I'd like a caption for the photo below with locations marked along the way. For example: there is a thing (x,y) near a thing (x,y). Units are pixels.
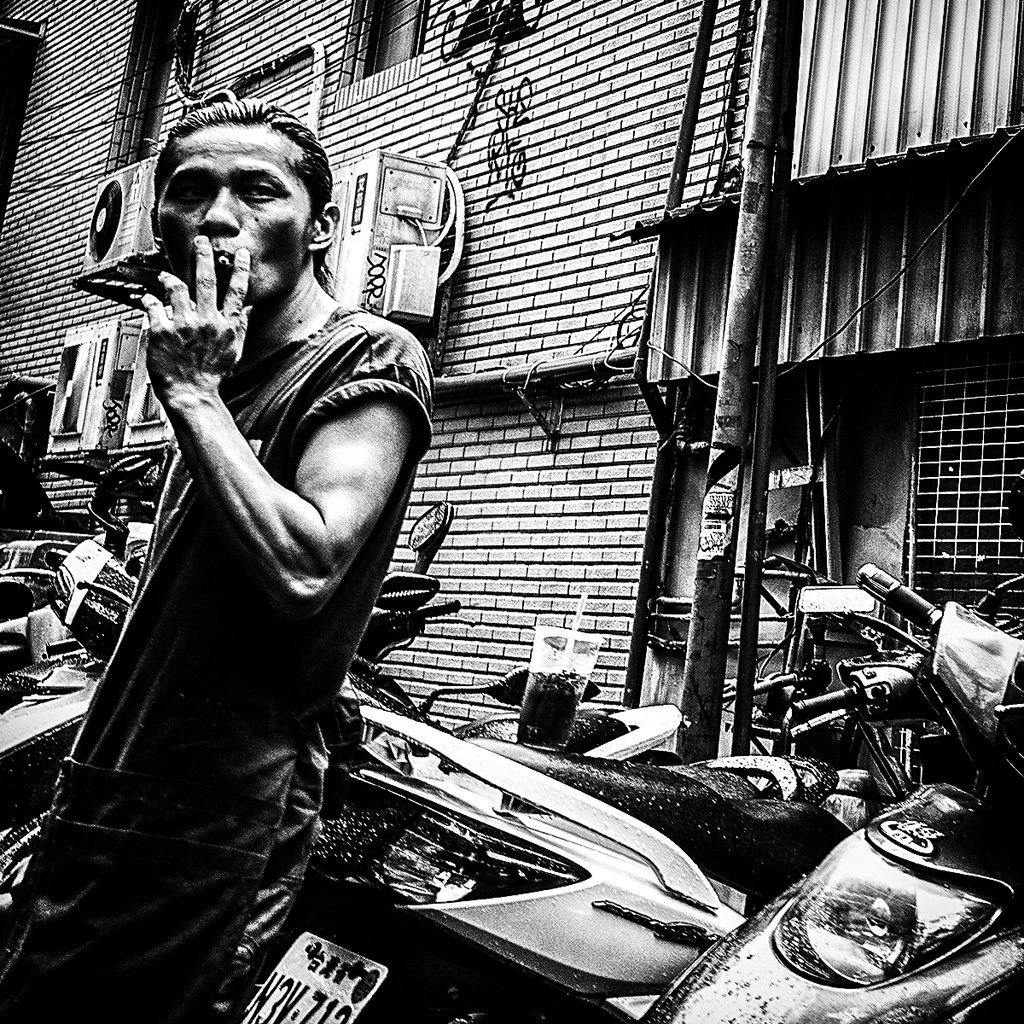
In this picture I can see there is a man (228,408) standing here and he is smoking and there is a glass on the motorcycles (603,826) on to right (722,900) and there is a building (622,659) in the backdrop (596,587) and there is a pole (777,50) on to right (745,606).
